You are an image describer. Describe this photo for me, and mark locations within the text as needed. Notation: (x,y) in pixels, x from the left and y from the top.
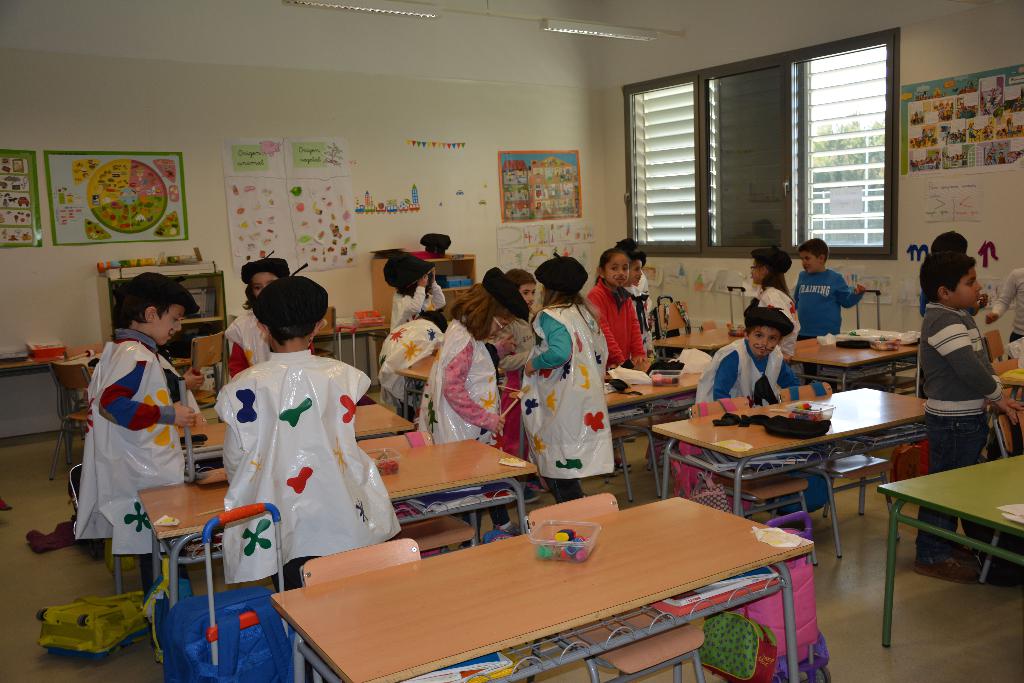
In this image i can see few children (442,324) standing in the class (381,398). In the background (415,138) i can see a wall (416,141), few posters (289,167) attached to the wall (217,197), a window (701,176) and a window blind (674,152).
